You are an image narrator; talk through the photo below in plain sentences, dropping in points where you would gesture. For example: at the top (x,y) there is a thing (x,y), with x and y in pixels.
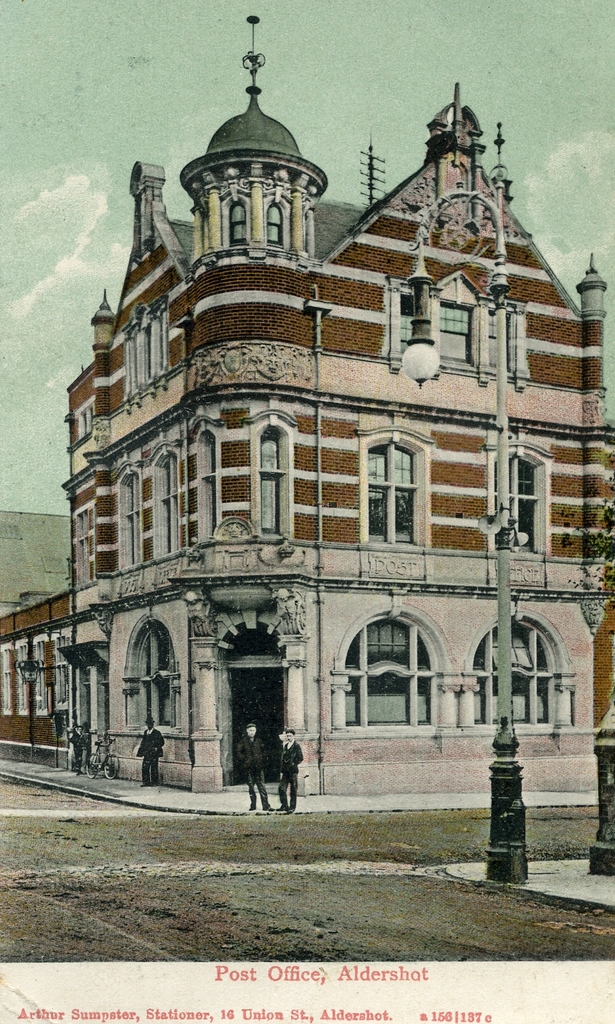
In the image there is a photo (310,392). In the photo (330,398) there is a building (457,563) with walls (246,401), windows (275,432), arches (285,428) and roofs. In front of the building (221,780) there is a footpath (34,770) with people (153,751) and a bicycle (100,760). On the right side of the image (503,868) there is a pole (474,194) with lamp (431,278) which is in the footpath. At the bottom of the image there is something written on it.
